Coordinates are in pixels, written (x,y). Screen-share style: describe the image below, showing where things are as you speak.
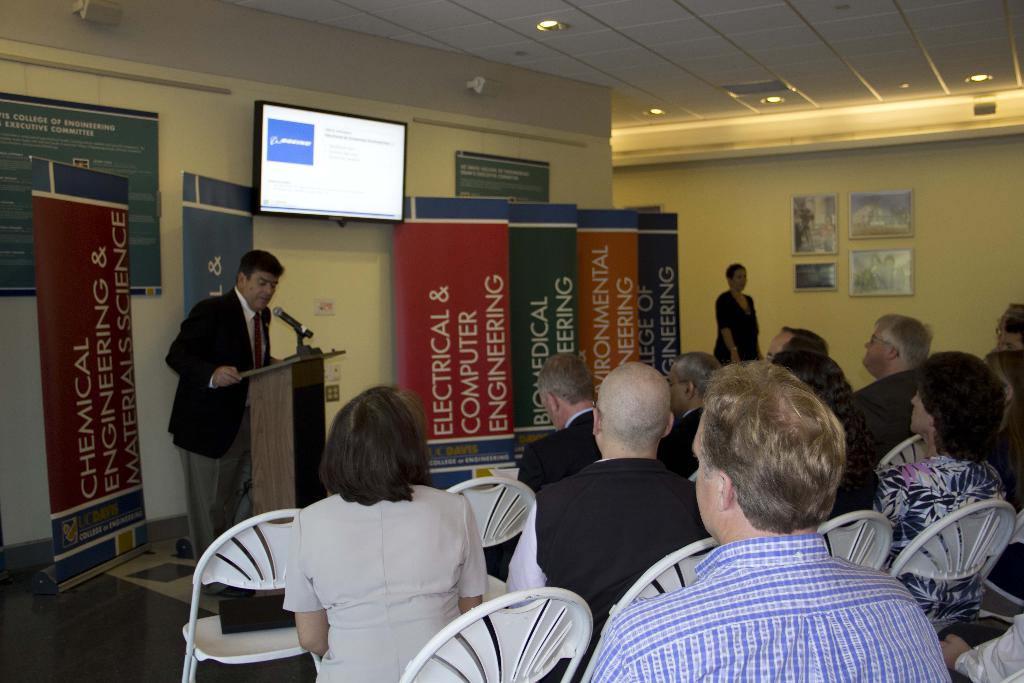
In this picture there are group of people (778,542) sitting on the chairs (557,660). At the back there is a man (216,333) standing and there is a microphone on the podium (264,371). There is a woman (750,335) standing and there are boards (72,343) and there is text (536,417) on the boards (481,337). There is a monitor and there are boards (17,182) and frames (903,283) on the wall (845,300), there is text (272,182) on the screen (366,160) and on the boards (532,206). At the top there are lights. At the bottom (174,616) there is a floor (166,661).
